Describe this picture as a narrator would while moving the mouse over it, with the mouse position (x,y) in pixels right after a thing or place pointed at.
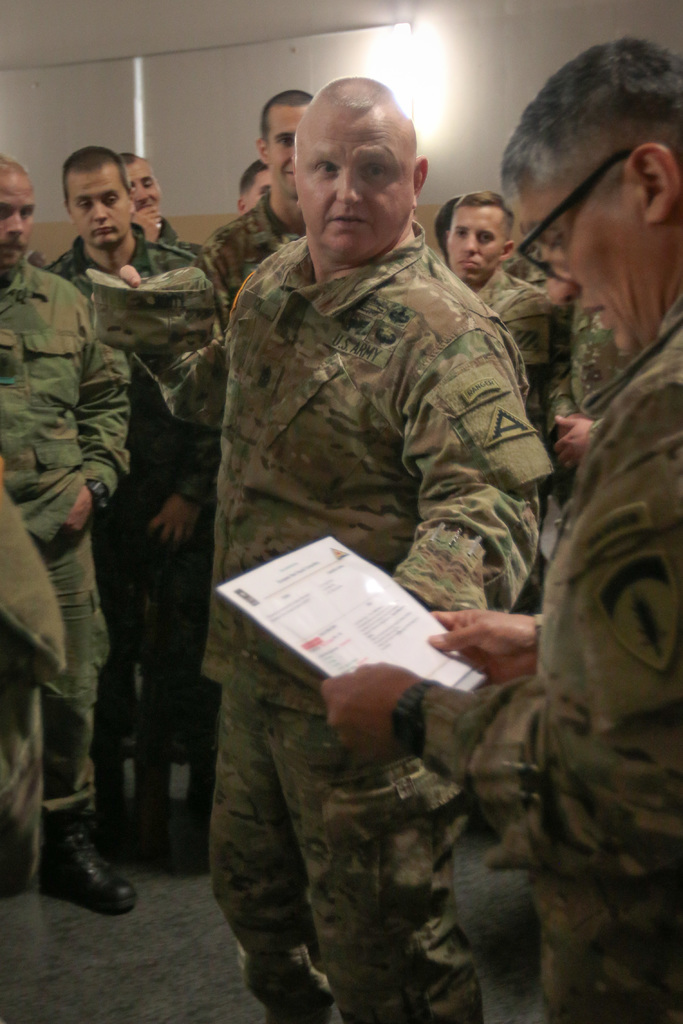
In this image we can see few persons (624,511) are standing on the floor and on the right side (624,515) a man (429,716) is holding a paper (420,666) in his hands (453,619). in the background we can see a light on the wall (204,171).
